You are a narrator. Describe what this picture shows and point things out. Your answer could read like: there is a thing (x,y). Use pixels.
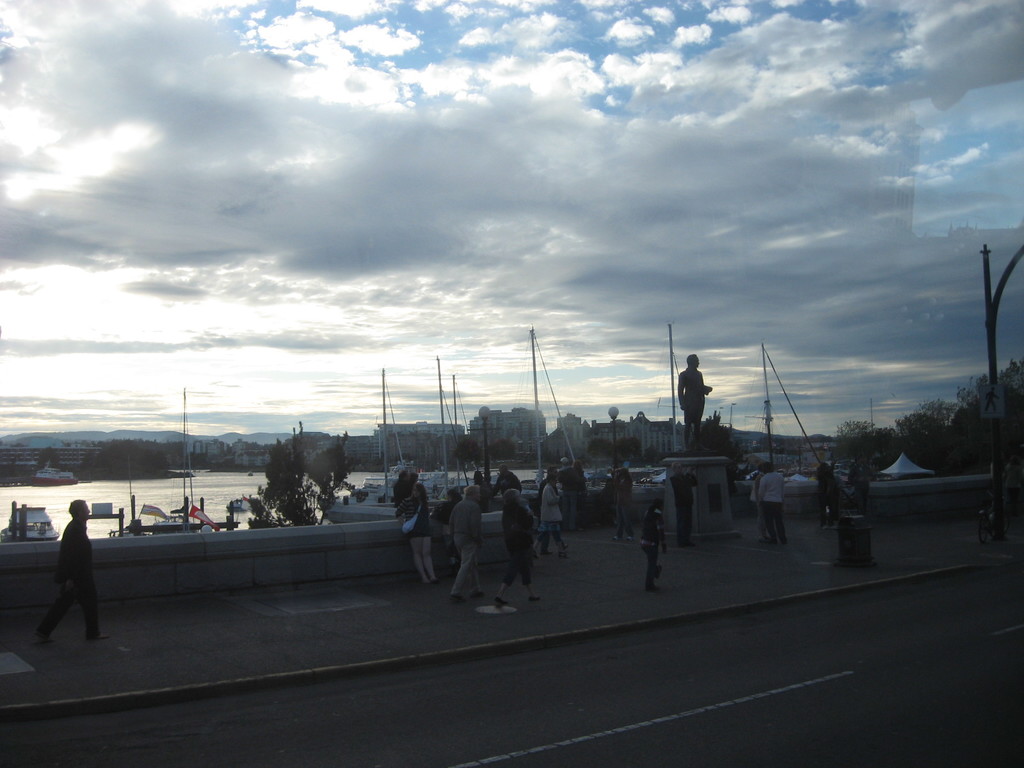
In the image there are many people (91,629) walking on the road (874,580) and behind there are ships (358,492) in the sea (217,502) and in the background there are buildings (435,450) all over the place and above its sky (590,157) with clouds (202,94).
